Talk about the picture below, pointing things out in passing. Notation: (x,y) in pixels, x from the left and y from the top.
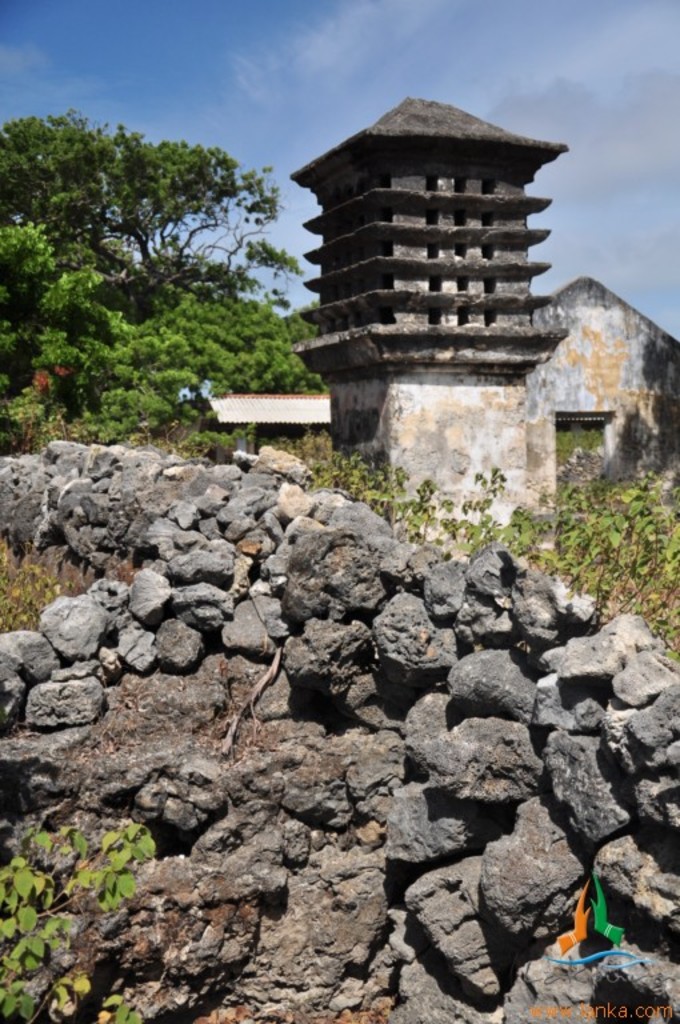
In this image, we can see trees (260,325), rocks (264,528), sheds (233,447), an architecture (427,450), some plants (547,517). At the top (292,53), there are clouds (558,84) in the sky (523,80) and at the bottom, we can see some text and a logo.
